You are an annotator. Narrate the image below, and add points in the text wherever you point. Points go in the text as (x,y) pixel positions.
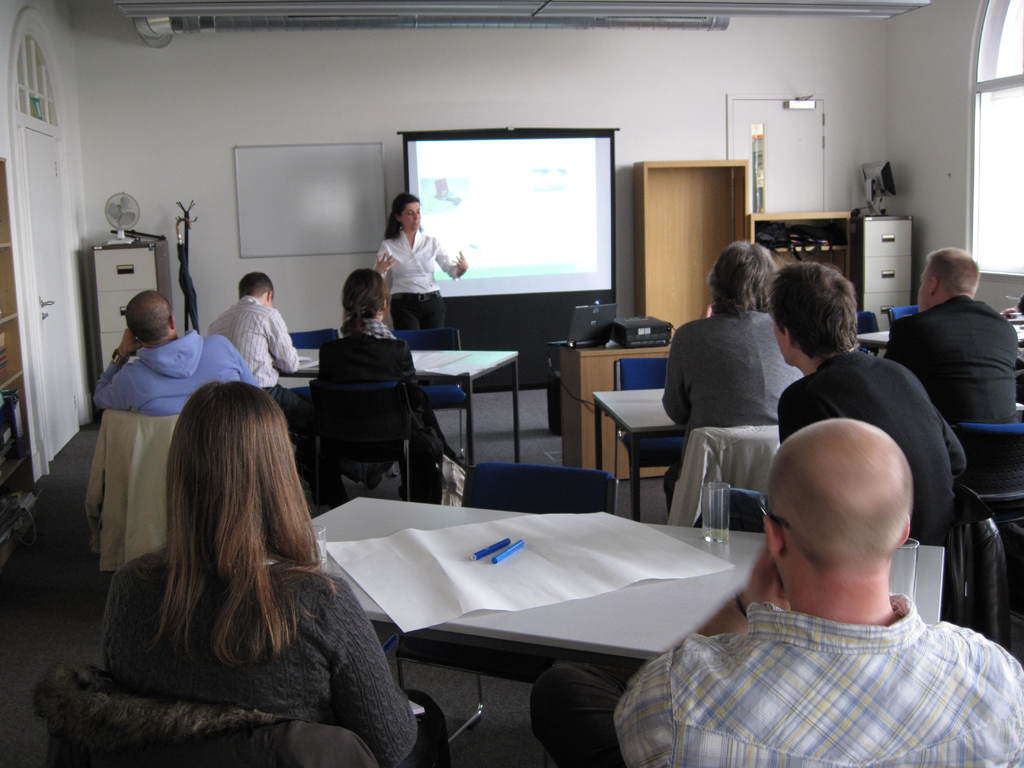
This is a picture of a classroom (702,425). Here we can see all the persons (402,370) sitting on their chairs (381,444) in front of a table (653,596). here we can see white paper (533,575) and markers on the table (505,558). this is a screen (517,209). here we can see a woman (443,306) standing and explaining something to these persons (861,556). At the left side of the picture (126,294) we can see a fan (125,213) and a cupboard (129,269). This is a window (991,186).
